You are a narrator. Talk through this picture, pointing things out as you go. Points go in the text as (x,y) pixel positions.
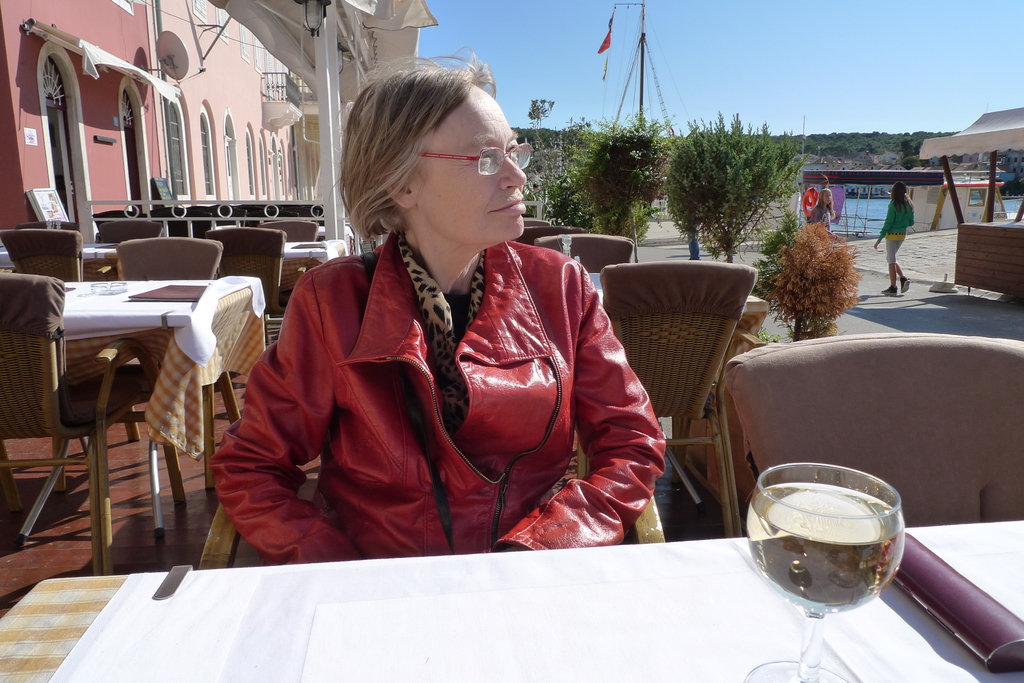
In the image we can see a woman (352,423) sitting on chair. In front of her there is a wine glass (772,555). There are many trees (748,158) and sky (759,55) is in blue color.
